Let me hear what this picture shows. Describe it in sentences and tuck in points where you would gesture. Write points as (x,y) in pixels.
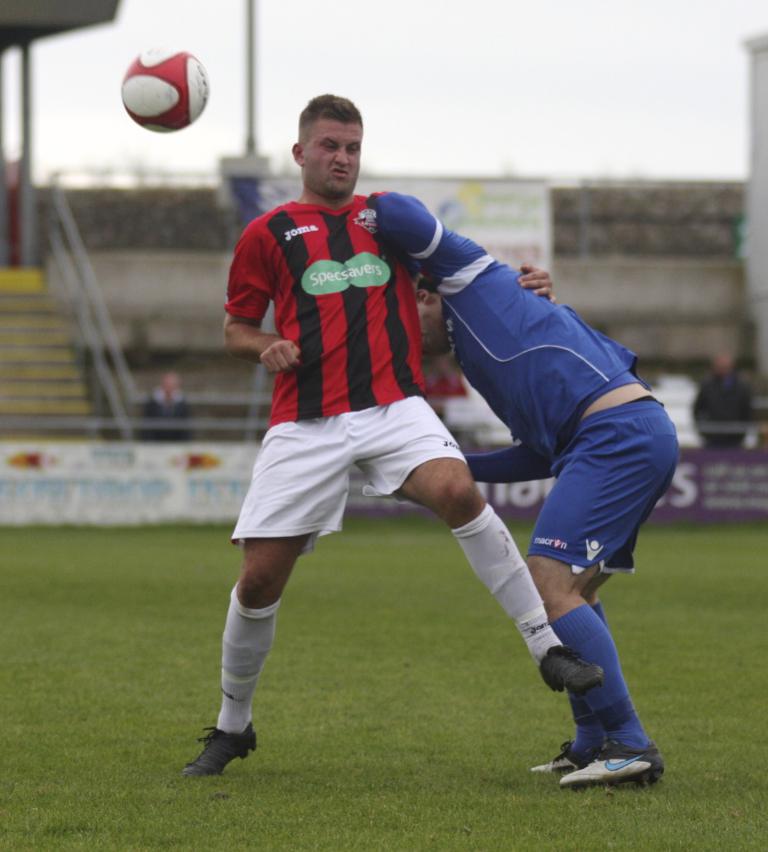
In this image we can see men (364,408) standing on the ground (261,718), ball (184,120) in the air (167,145), advertisement boards (684,484), staircase (61,390), railings (62,207), poles (23,121) and sky (345,79).
